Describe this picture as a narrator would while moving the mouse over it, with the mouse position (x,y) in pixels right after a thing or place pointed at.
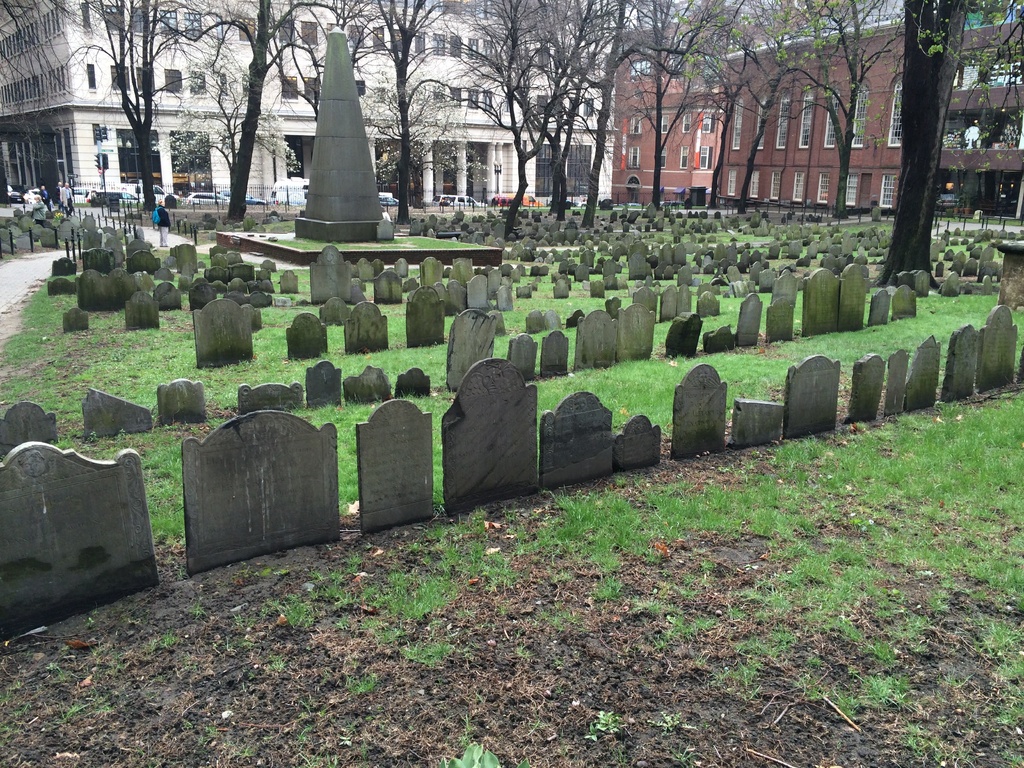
In this image in front (450,365) there are headstones (461,355). In the center of the image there is a concrete structure (355,182). At the bottom of the image (613,535) there is grass (770,472) on the surface (804,525). There are people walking on the road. In the background of the image (634,159) there are trees (689,44), buildings (764,168), cars (381,194).
